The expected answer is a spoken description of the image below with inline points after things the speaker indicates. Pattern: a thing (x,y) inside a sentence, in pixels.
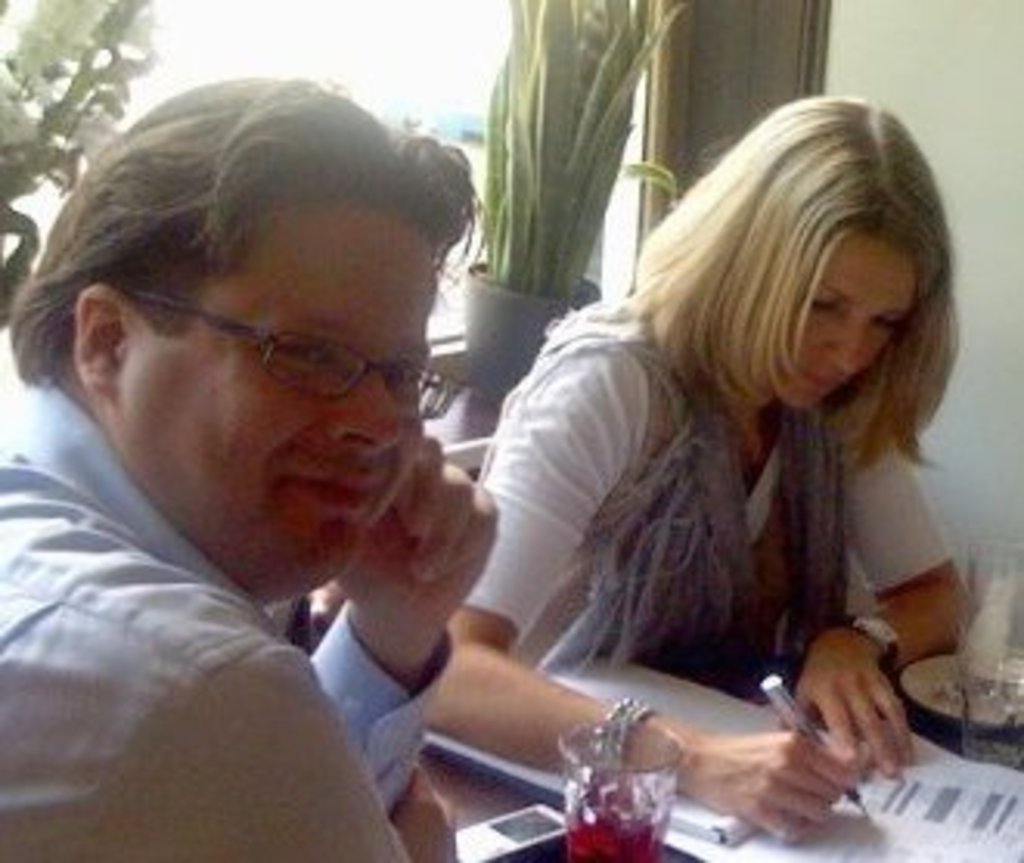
In the picture there is a man (263,684) and a woman (669,512) are sitting in front of the table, the woman (688,433) is busy in doing some paperwork (902,827) and the man (300,525) is turning behind and on the table (734,724) there are two glasses (664,798) and behind these two people (597,370) there is a window (376,78) and in front of the window (387,9) there are few plants (524,268).
